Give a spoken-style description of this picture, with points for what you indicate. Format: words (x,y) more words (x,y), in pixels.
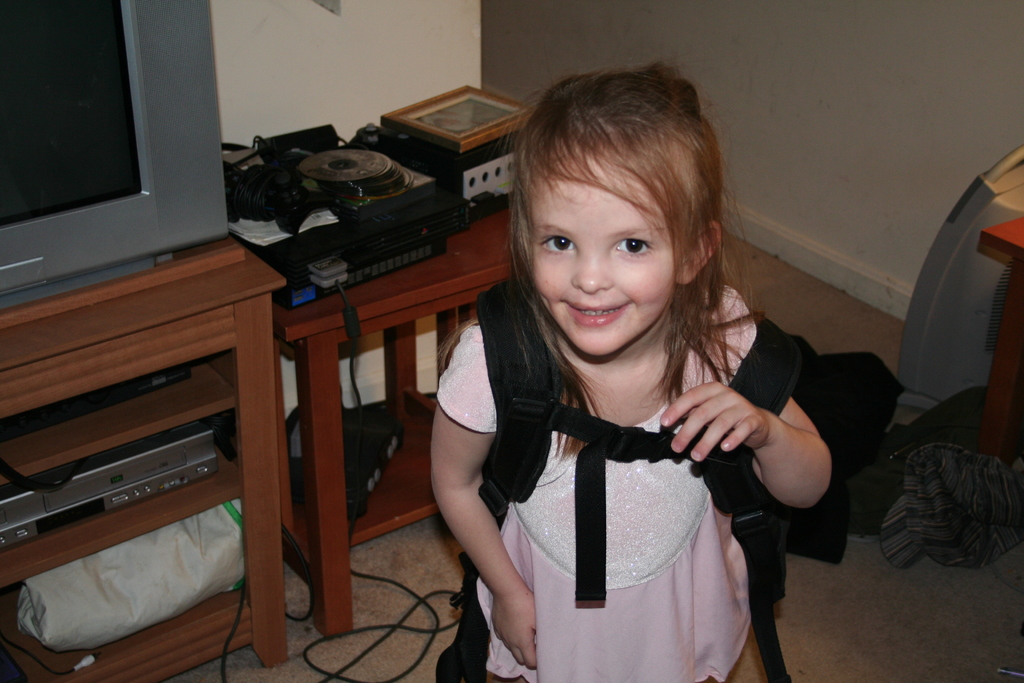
In the center of the image (486,343) there is a girl (562,596) wearing a bag (754,527). In the background of the image (646,49) there is wall (405,42). There is a TV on a TV stand (197,406). There is a table (310,311) on which there are objects (428,187). At the bottom of the image (874,632) there is a carpet (876,635). To the right side of the image (954,483) there is some object (935,307).
